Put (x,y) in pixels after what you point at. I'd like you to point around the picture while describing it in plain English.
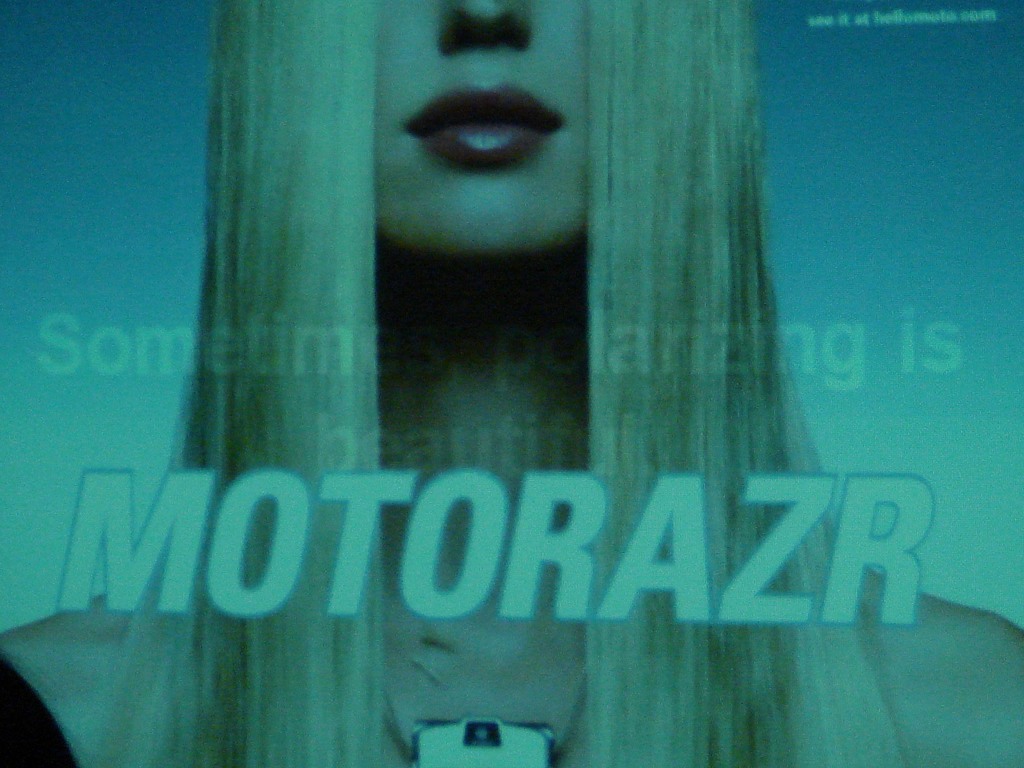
This is a poster in this there is a woman (376,334), in the middle (563,483) there is a text (584,497).
